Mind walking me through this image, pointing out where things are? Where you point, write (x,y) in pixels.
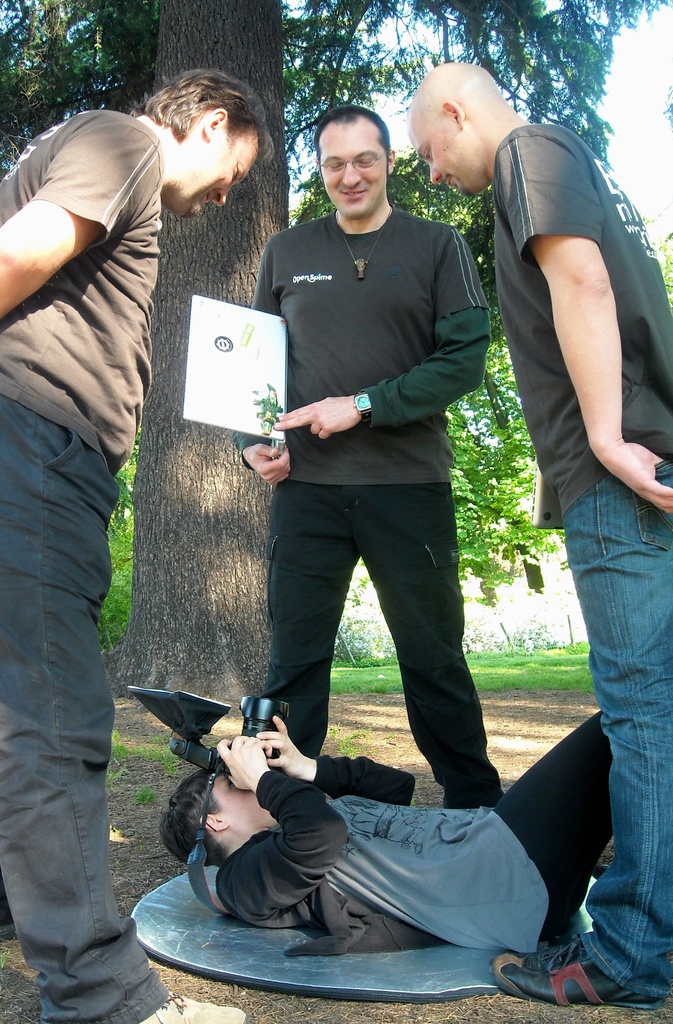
This is an outside view. Here I can see three men (586,369) are wearing t-shirts (422,317), jeans (104,555) and standing. Three are smiling and looking at the man (406,870) who is laying on the ground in the middle of these three men (302,705). This man (237,817) is capturing a picture by holding a camera (250,734) in the hands (247,751). The man (323,367) who is standing in the middle (325,404) is holding a laptop (229,396) in the hands (262,456). In the background (273,45) there is a tree (236,38) and also I can see the grass (537,666).
